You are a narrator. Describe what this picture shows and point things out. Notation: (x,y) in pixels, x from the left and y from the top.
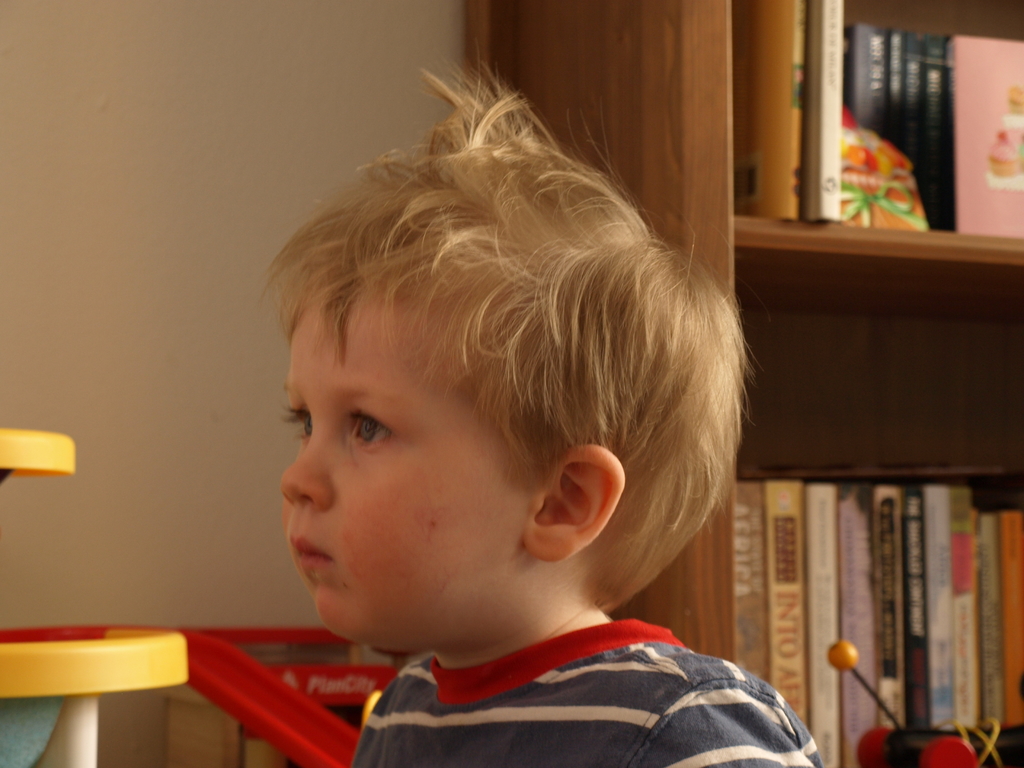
In this picture we can see a kid (680,494) in the front (631,557), on the right side (781,333) there is a rack (791,333), we can see some books (963,119) on the rack (807,469), on the left side (129,225) there is a wall (189,206).
